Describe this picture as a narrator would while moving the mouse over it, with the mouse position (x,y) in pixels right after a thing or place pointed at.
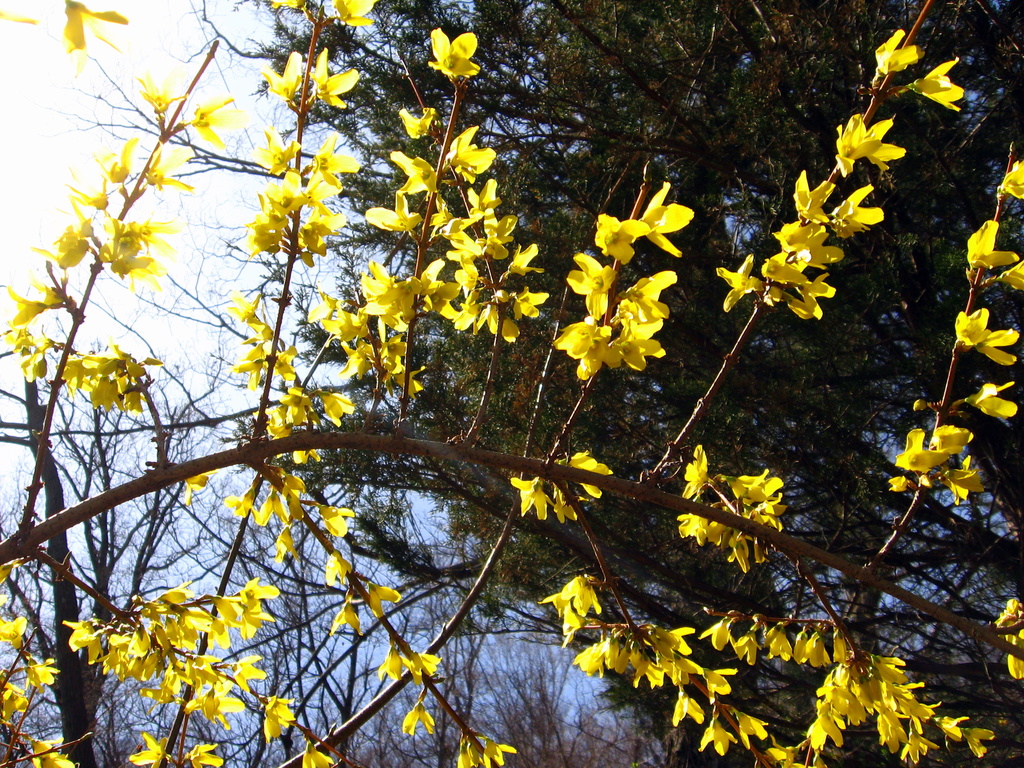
In this image we can see many trees (493,496). There are flowers (583,353) to the tree (309,440). There is a sky (213,331) in the image.
